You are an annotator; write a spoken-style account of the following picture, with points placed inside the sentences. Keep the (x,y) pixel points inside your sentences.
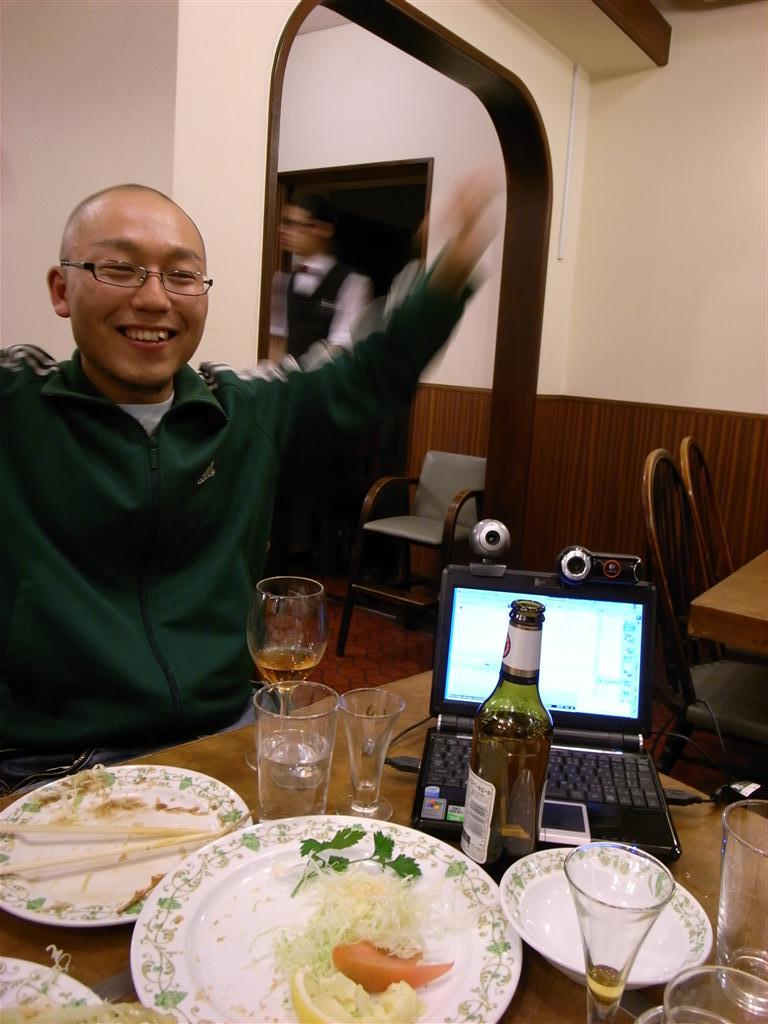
A person (143,509) wearing a green coat (102,497) and spectacles (119,280) is smiling and sitting on a chair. There is a table (232,763) in front of him. There are plate (249,956), food (352,941), glass (361,751), bottle (489,744) and laptop (583,736) on this table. There is a wall (661,352) beside him. There are chairs (684,464) in this room (617,517).
